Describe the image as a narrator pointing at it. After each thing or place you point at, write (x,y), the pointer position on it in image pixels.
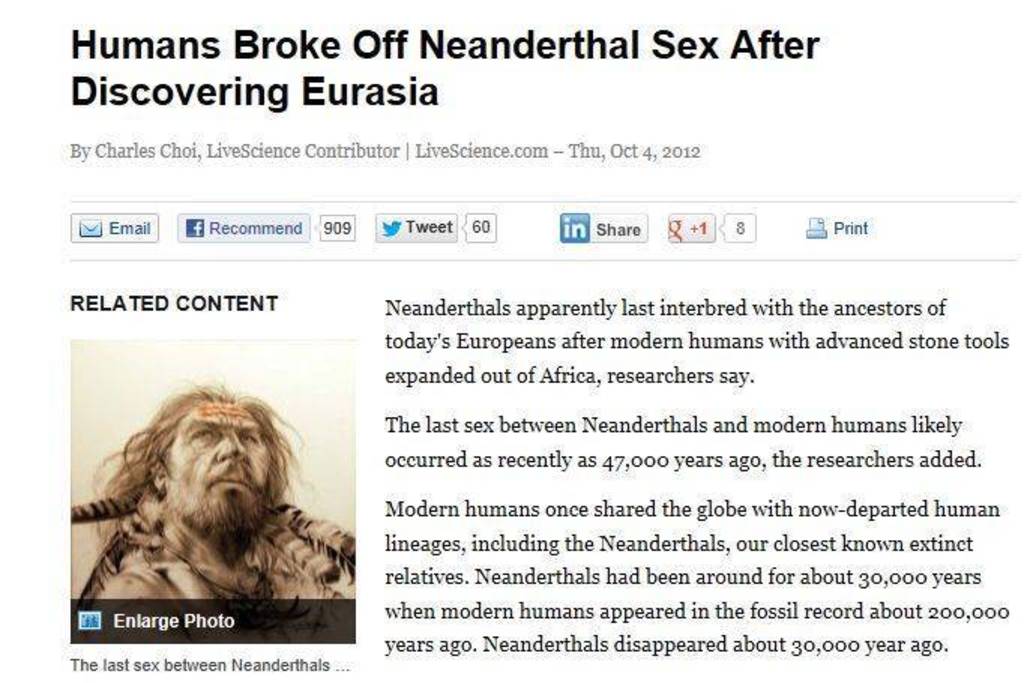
This is a post (499,223). There is a side heading (267,35) and texts (622,310) written on it and on the left (208,454) we can see a picture (208,454) of a person (169,456).
